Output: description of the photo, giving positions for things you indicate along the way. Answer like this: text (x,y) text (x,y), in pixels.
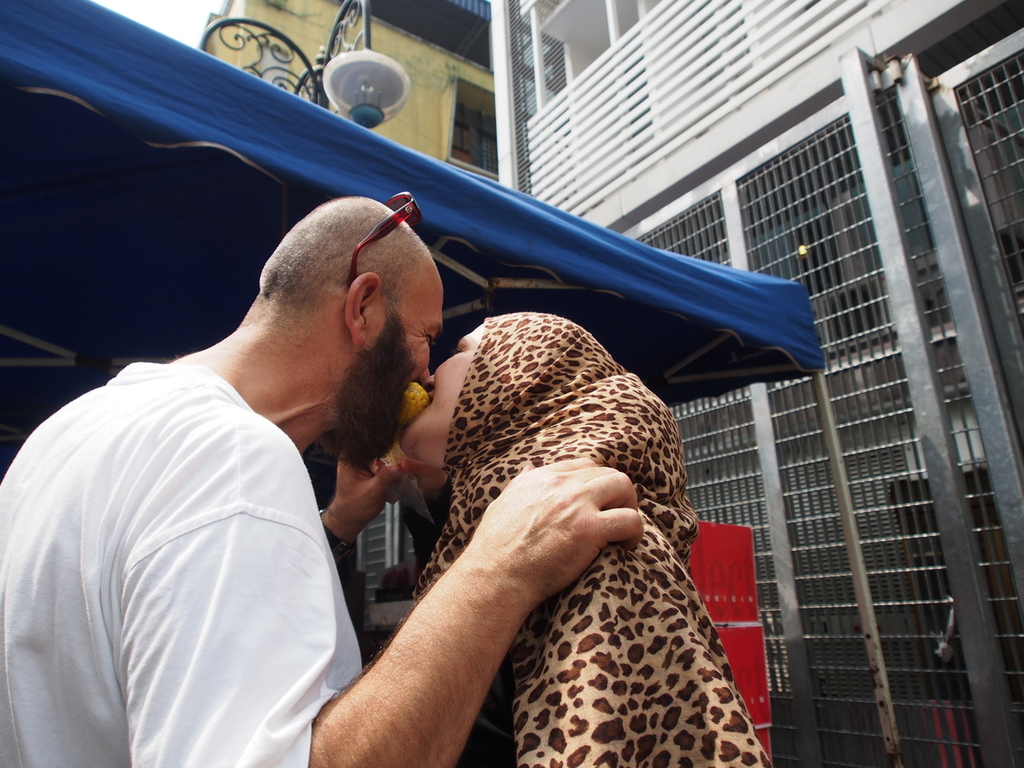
In this picture there is a man (136,742) and woman (567,393) standing and eating. At the back (864,523) there is a building (734,197) and there is a tent (61,152) and there is a street light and there is an object (719,595). At the top (183,42) there is sky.
